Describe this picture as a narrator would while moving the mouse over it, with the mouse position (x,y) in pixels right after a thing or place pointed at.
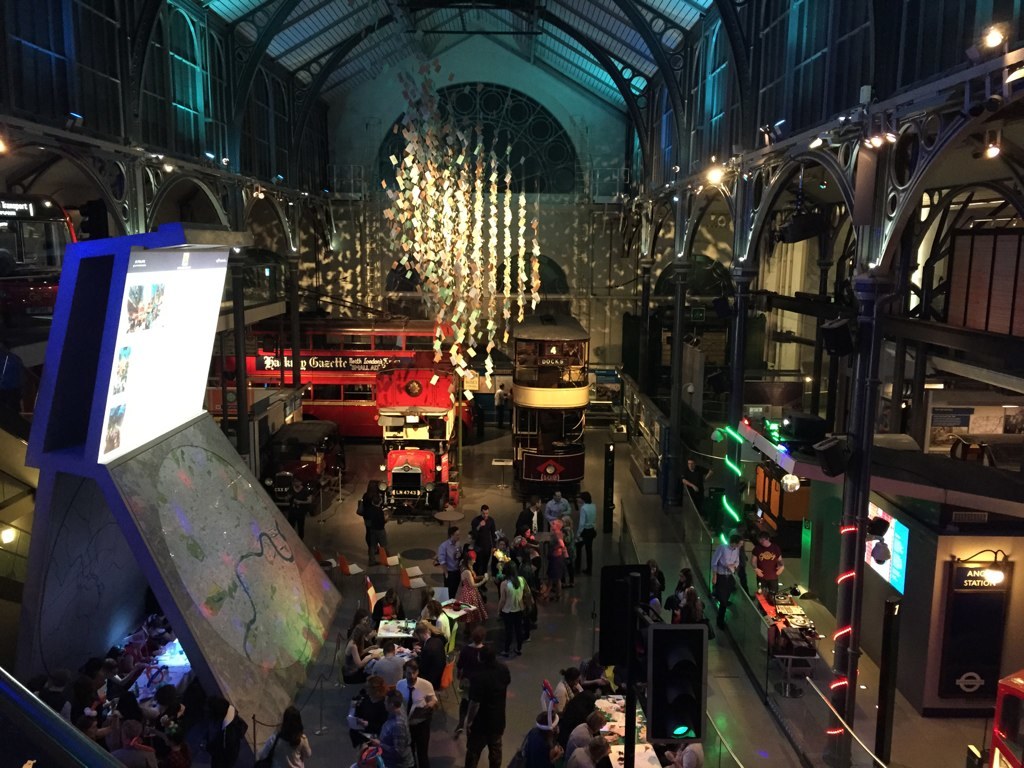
In this image there are group of persons (488,560), there are persons (224,739) truncated towards the bottom of the image (552,741), there is a table (625,721) truncated towards the bottom of the image (625,708), there are objects (622,703) on the table (620,728), there are objects (639,725) truncated towards the bottom of the image (1003,735), there are objects (398,506) on the ground (401,545), there are poles (863,437) truncated towards the bottom of the image (853,633), there is the wall (842,56) truncated towards the right of the image (966,280), there is the wall (879,27) truncated towards the top of the image (852,38), there is the wall (138,136) truncated towards the left of the image (45,78), there are lights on the wall (722,211), there is a board (969,601) on the wall (935,600), there is text (974,582) on the board (972,633), there is a roof (532,38) truncated towards the top of the image (341,33), there is an object (415,143) hanging from the roof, there is the wall (378,118) truncated towards the top of the image (114,22), there is a screen (169,325), there is text (139,261) on the screen (132,365).
